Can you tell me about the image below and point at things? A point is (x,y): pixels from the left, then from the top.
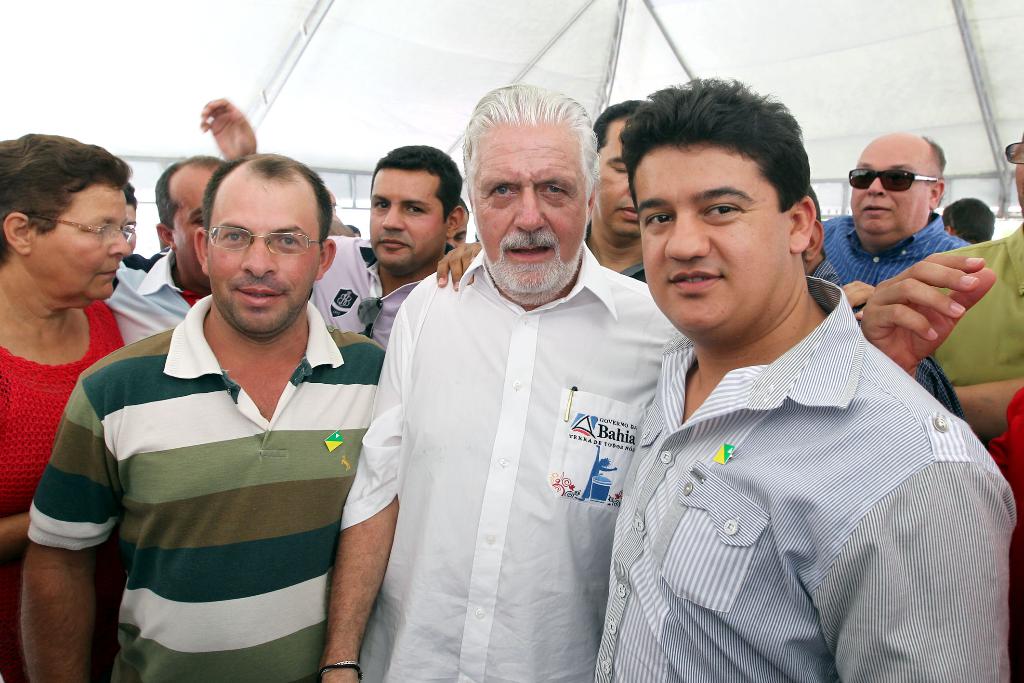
In this image we can see the people (561,372) standing and at the top (504,50) it looks like a tent (721,38).
